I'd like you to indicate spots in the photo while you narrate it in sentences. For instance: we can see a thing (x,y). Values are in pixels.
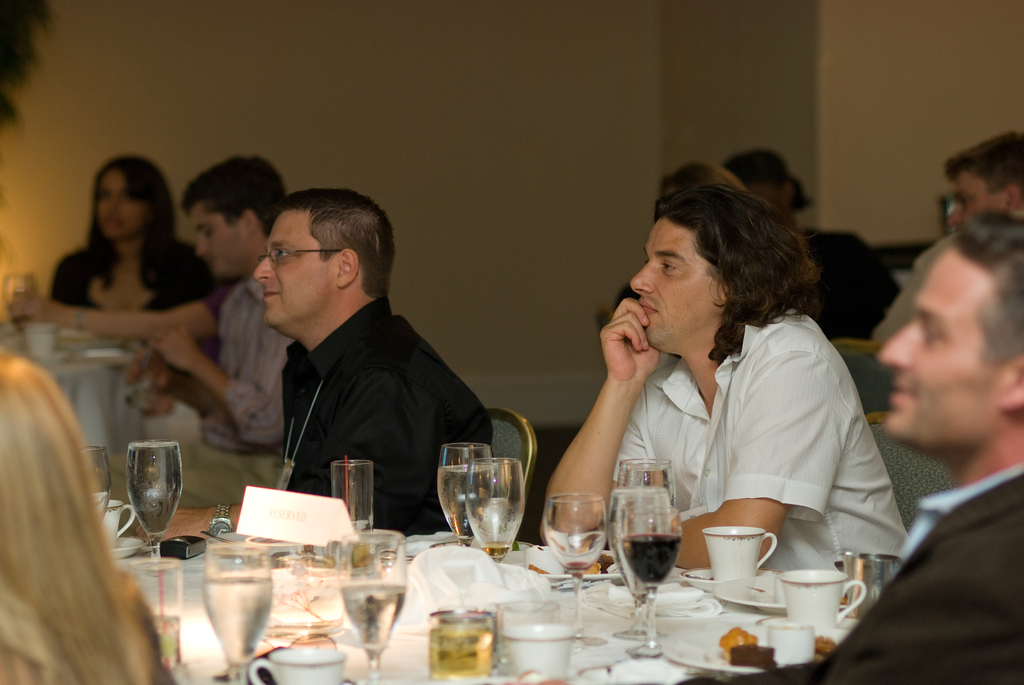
In this image I can see people (10,437) sitting in chairs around the tables (204,656). I can see glasses (169,509), cups (732,552), food (740,660) on plate (691,663), napkins (423,604), beverages (449,635) and other objects (247,524) on the table (190,578).
